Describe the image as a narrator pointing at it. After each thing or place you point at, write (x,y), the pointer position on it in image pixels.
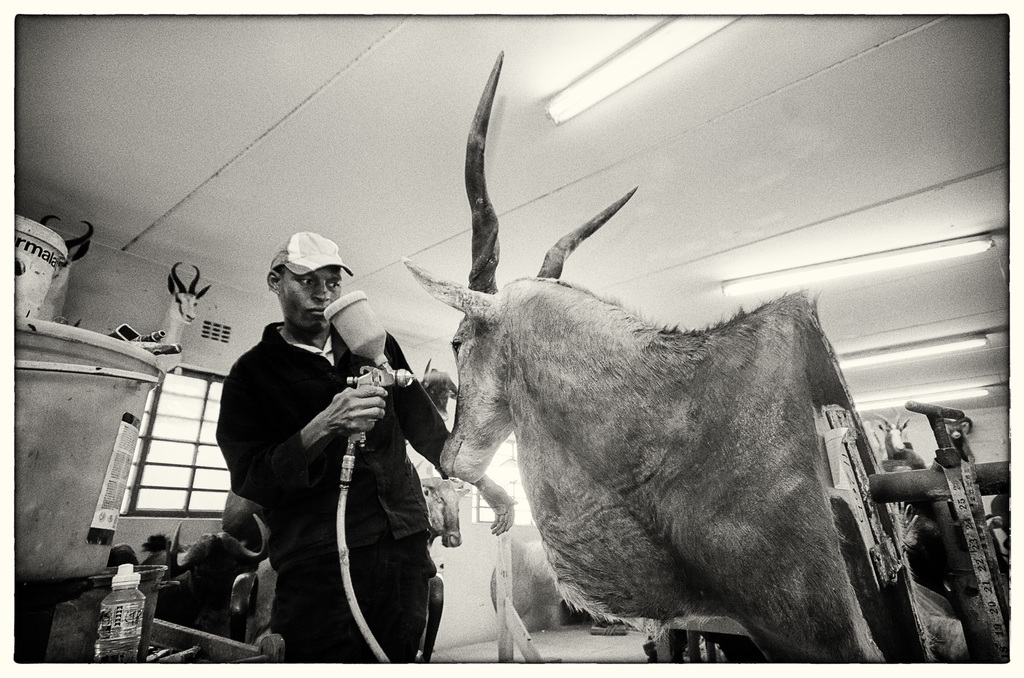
In this image I can see a person (322,357) holding a pipe (378,356), standing in front of statue of an animal (605,426), on the roof (607,280) I can see light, on the left side (161,447) I can see window (191,469) and a bottle (122,598) and horns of an animal (243,560) and I can see a bucket (35,453).
